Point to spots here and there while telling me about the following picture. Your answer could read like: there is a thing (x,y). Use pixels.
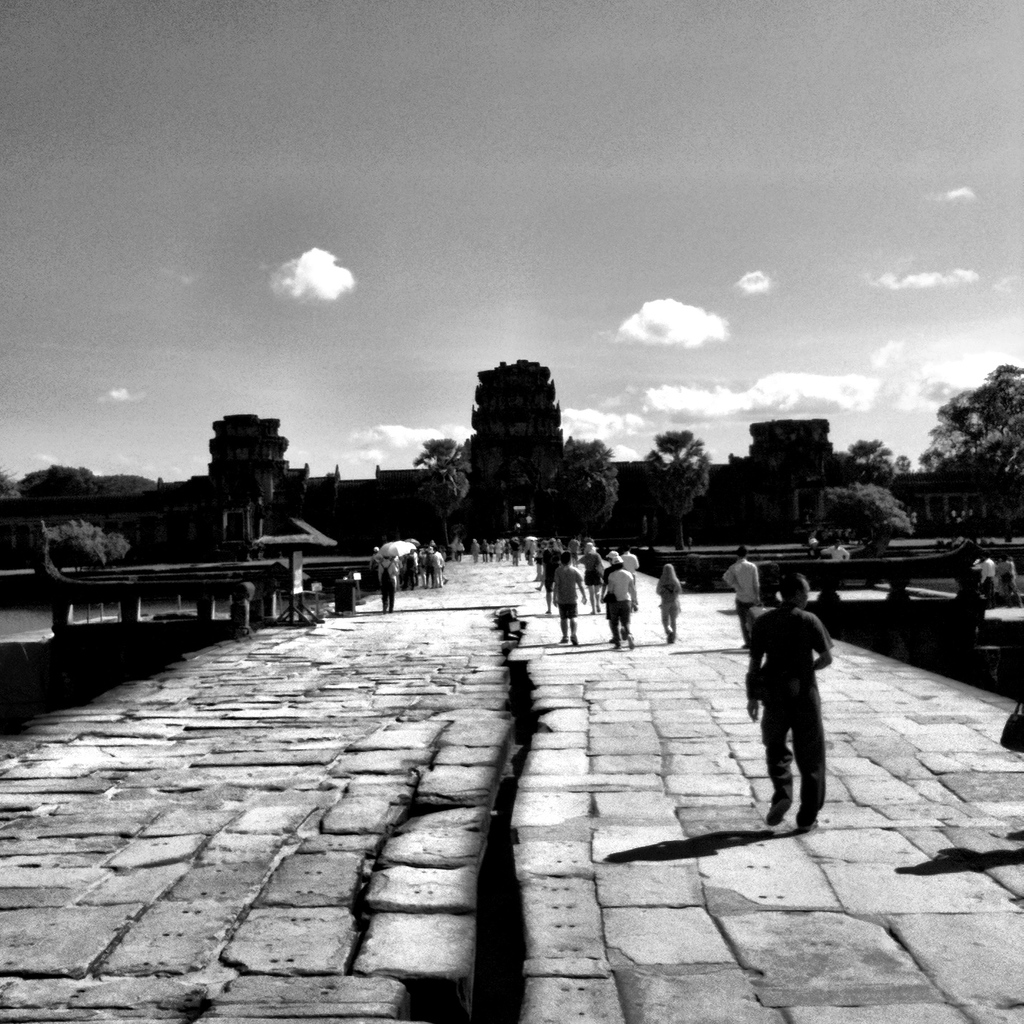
In this picture I can see there are few people (634,556) walking here and in the backdrop (515,490) there are trees (575,505) and a building (515,479) and the sky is clear. This is a black and white picture.
